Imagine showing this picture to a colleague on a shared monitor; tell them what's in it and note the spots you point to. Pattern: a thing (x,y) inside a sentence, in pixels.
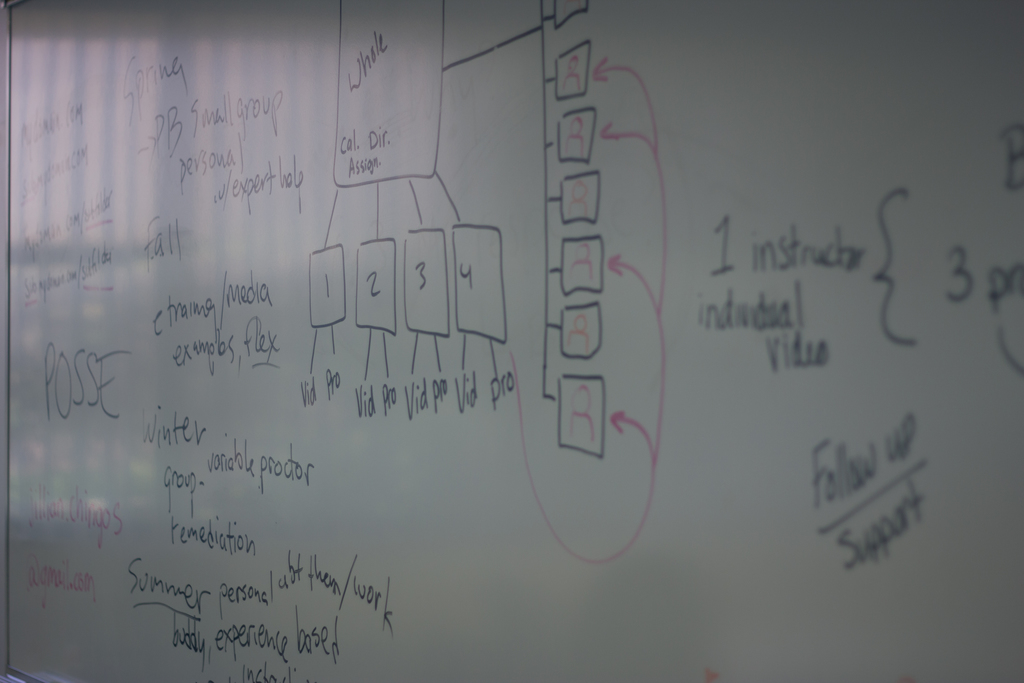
In this picture we can see a white color boards (699,571), there is some text (224,516) and numbers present on this board (522,176).
